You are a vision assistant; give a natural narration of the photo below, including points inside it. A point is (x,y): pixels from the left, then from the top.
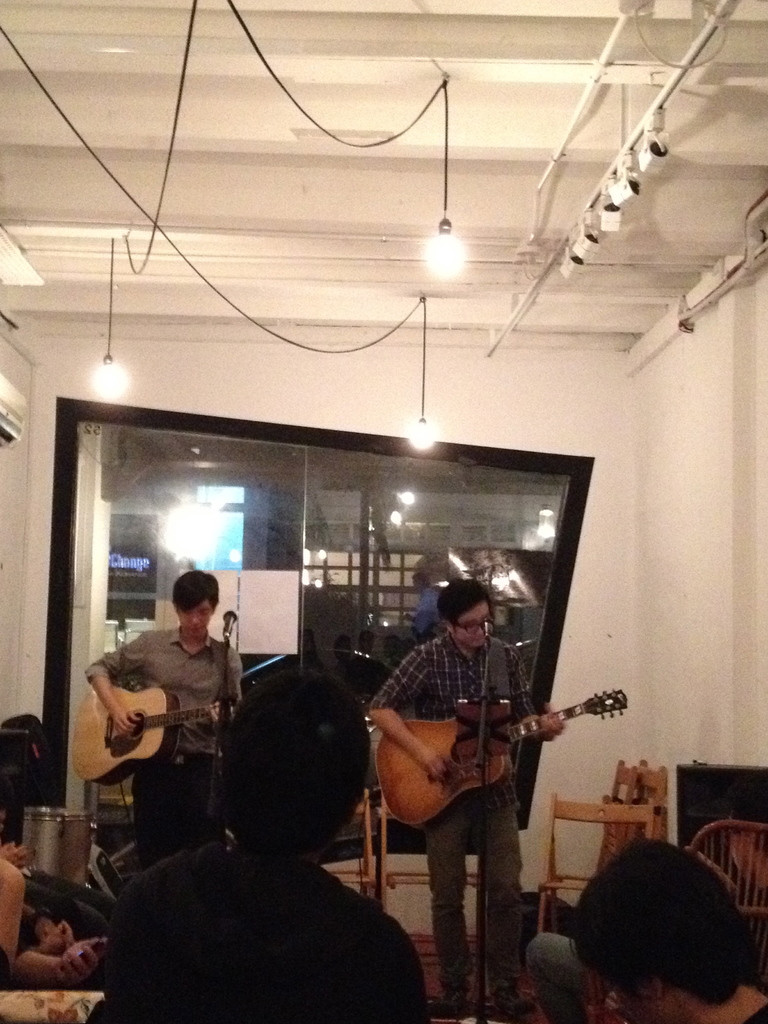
In this image there are 2 persons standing and playing guitars (598,699) near the microphone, and at the back ground (755,806) there are group of people (155,928), couch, chairs (652,825), speaker (718,812), lights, door (199,480), drums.
